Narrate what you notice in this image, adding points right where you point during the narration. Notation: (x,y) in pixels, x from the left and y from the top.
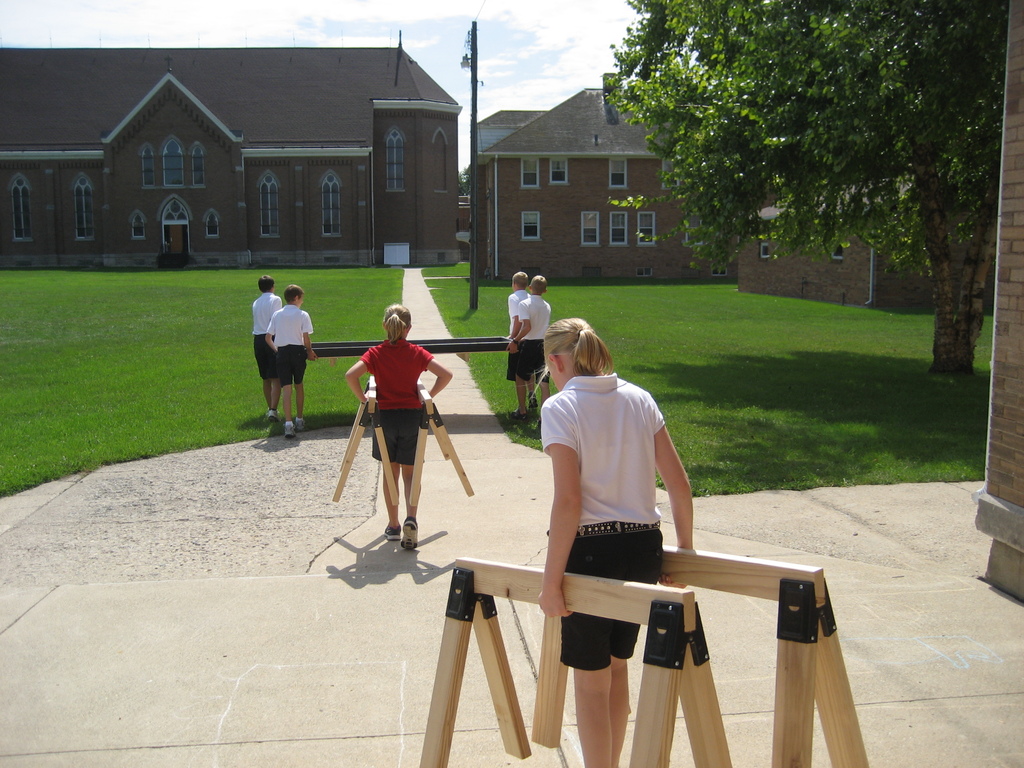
In this image there are a few people (543,299) holding a different types of wooden structures (690,666) in their hands (512,339), there is a path (473,385). On the left (275,289) and right side of the path (464,395) there is a grass (195,316) and there are trees (711,186), poles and in the background (403,119) there are buildings (403,176) and the sky (420,62).
